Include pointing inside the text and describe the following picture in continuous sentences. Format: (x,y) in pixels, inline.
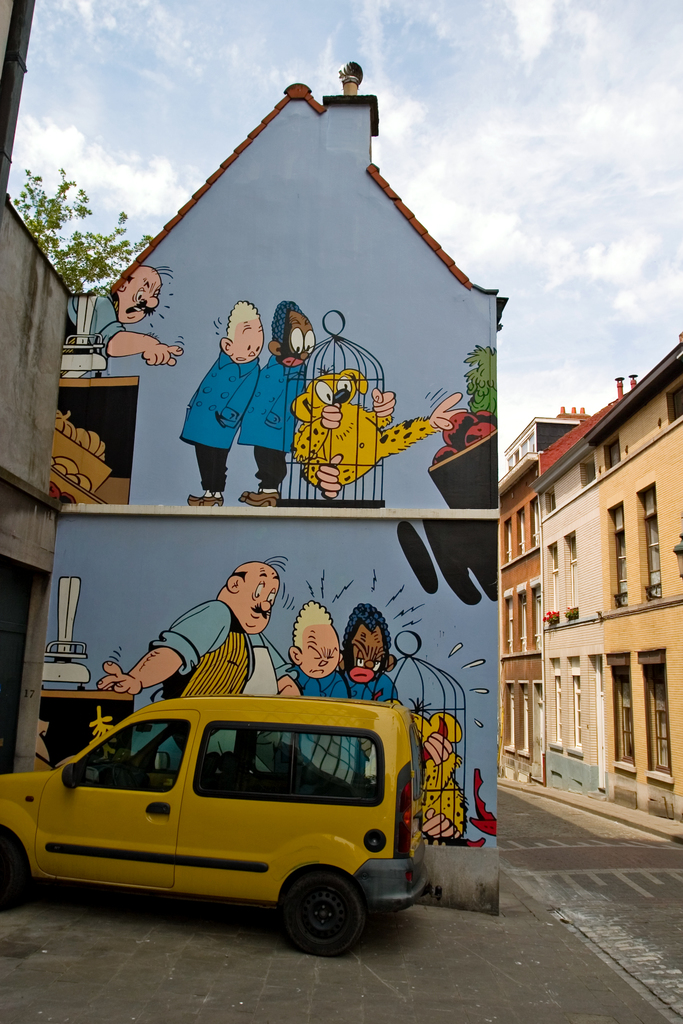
In this image there is a car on the pavement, beside the car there are some cartoon paintings (295,476) on the wall (243,545), behind the car (250,696) there is a road (551,831), beside the road (527,832) there are buildings (519,526), in front of the car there is a shed (44,462), behind the shed (36,264) there is a tree (76,250), at the top of the image (90,205) there are clouds (321,67) in the sky (400,128).
